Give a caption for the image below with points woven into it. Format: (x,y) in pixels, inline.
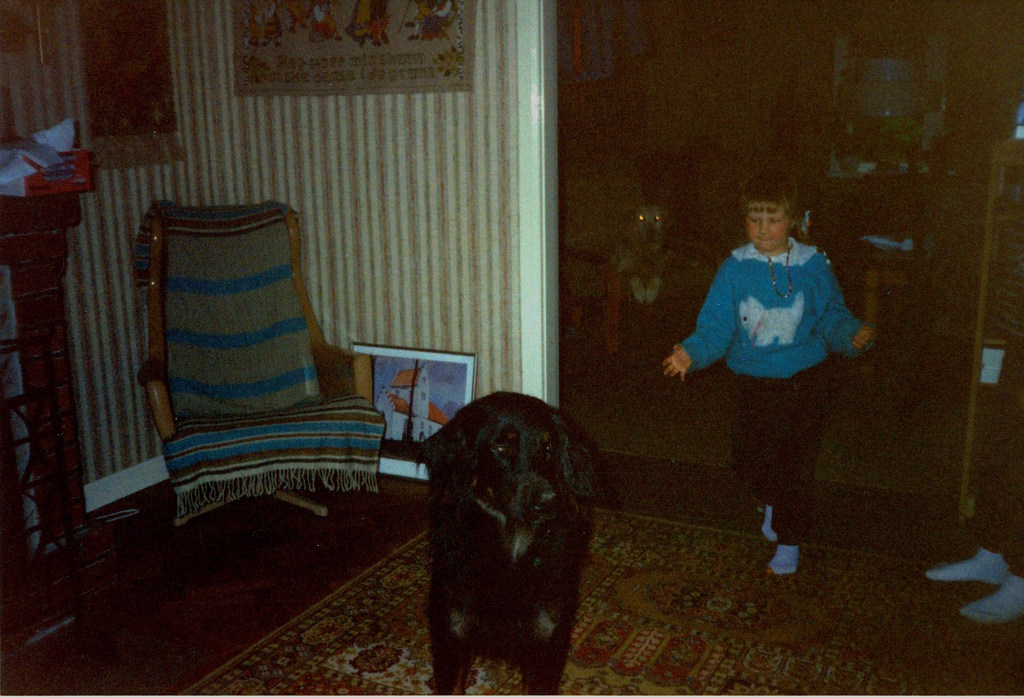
in a room (650,596) there is a black dog (469,579). behind the dog (469,593) a person (762,350) is standing, he is wearing a blue t shirt (793,297). at the left (287,350) there is a chair (225,380) and below that a photo frame (410,407) is kept on the floor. at the back (645,299) there is another dog (661,260). at the right (991,612) a person's legs (987,568) are appearing.
